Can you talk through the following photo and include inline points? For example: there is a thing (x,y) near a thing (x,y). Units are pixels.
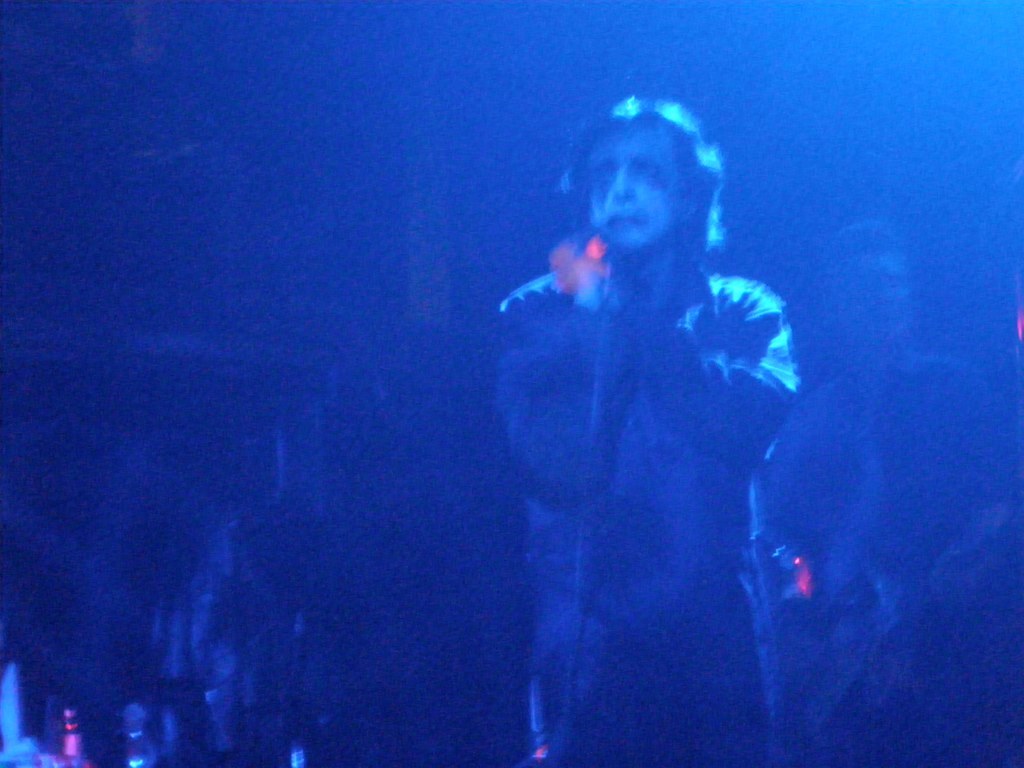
This is an image clicked in the dark. On the right side (723,664), I can see two persons (660,450) are standing. This image is in blue color.
